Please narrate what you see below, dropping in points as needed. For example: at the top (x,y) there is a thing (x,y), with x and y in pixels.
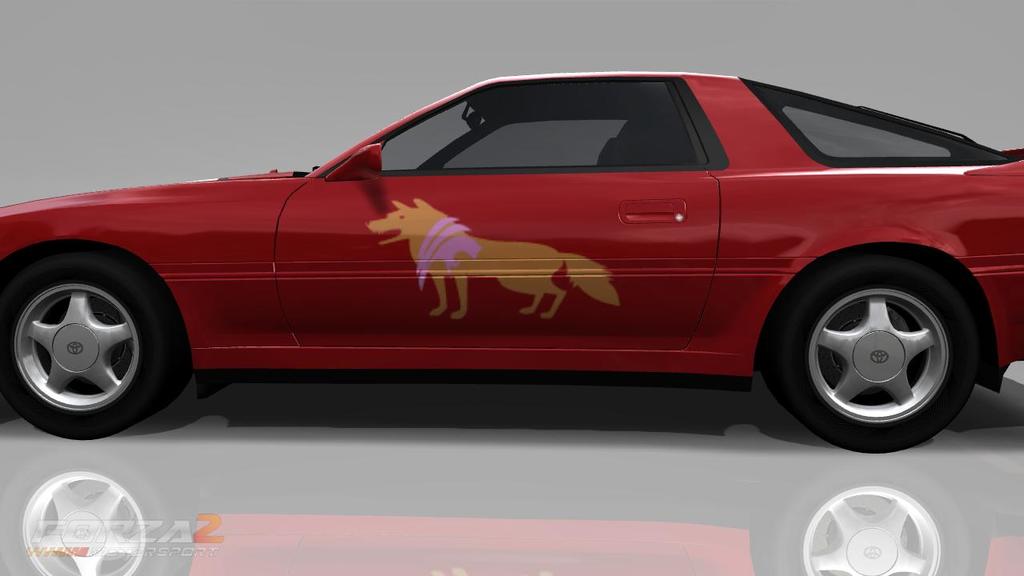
In this image I can see a car (384,228) which is red and black in color on the white colored surface (521,448) and I can see the grey colored background (274,80).
